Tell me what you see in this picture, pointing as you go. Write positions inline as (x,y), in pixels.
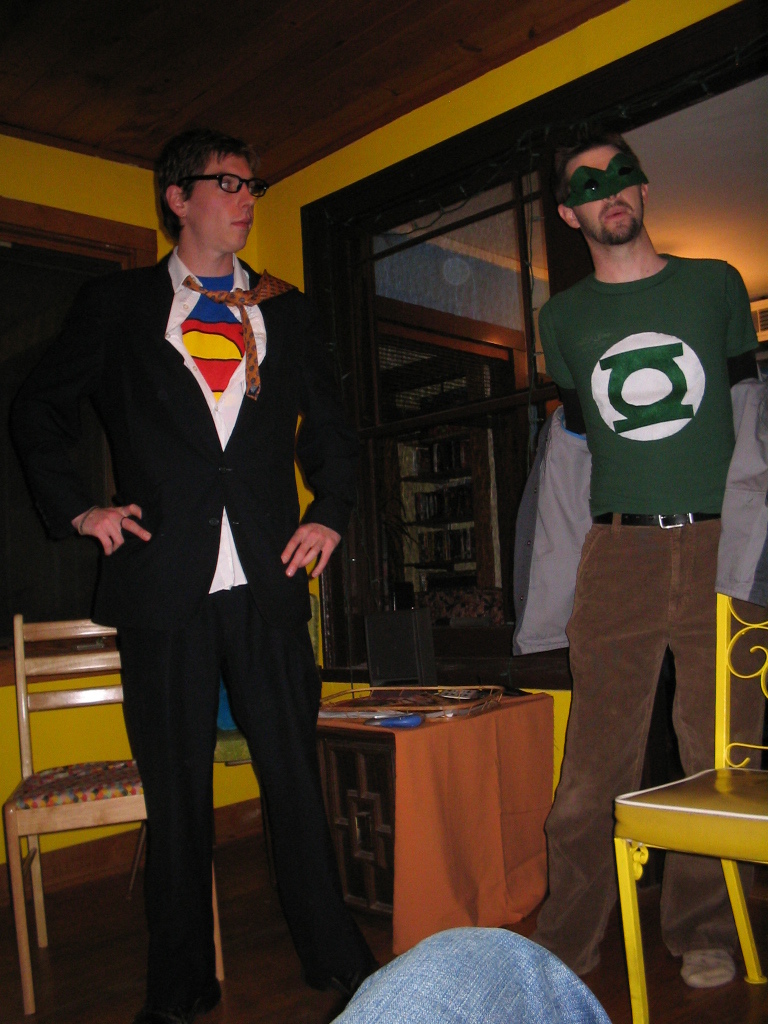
There are two persons (120,300) standing in this image. One person (102,511) at the left side (161,533) is wearing a suit (327,354) and tie (261,295), spectacles (255,194). Person (559,820) at the right side (562,840) is wearing a green shirt (629,401), brown pant (632,645) and mask (576,188) to his eyes (590,188). There is a table (327,742) in between the persons (268,764). Back to this person (143,626) there is a chair (37,629). Bottom of the image (430,977) there is a person (484,945) wearing a jeans (425,959).
